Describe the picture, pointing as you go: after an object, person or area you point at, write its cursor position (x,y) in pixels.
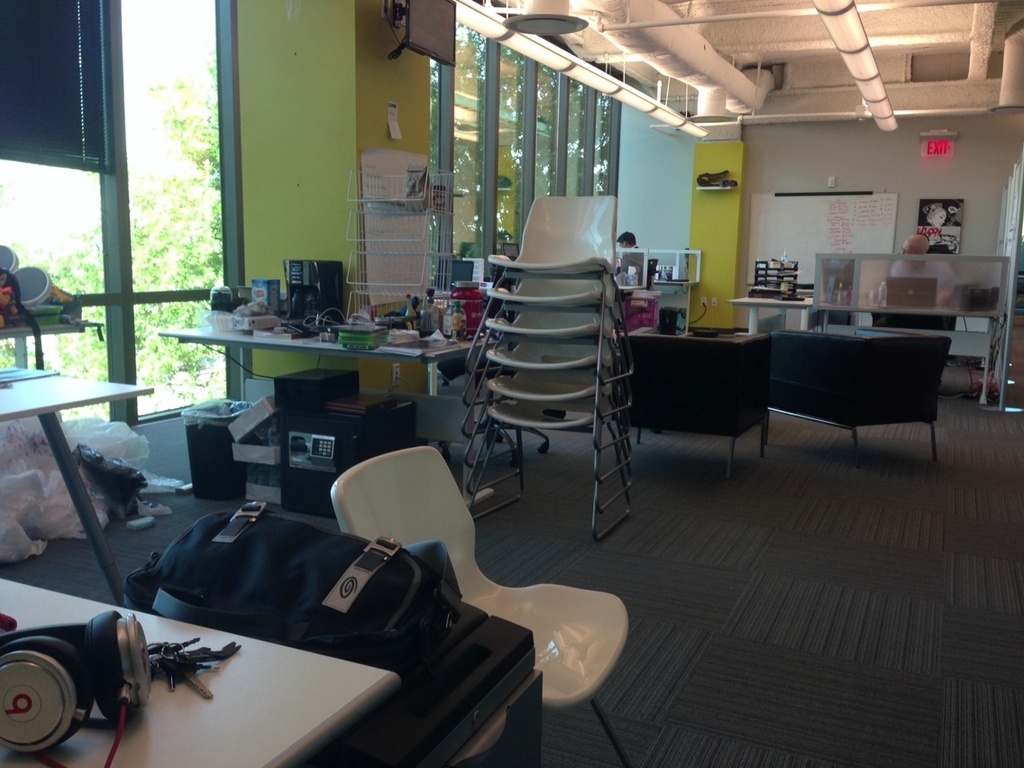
In this room (496,478) on the floor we can see chairs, tables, cloth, some other objects (263,327) which are not very clear are on a table (67,400) and there is a headset keychain (73,701) on a platform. In the background (953,208) there are few persons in cabins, a board (800,214) and a frame (931,211) on the wall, laptop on a platform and some other objects (589,75). Through the glass door (135,225) we can see trees (196,229) and sky (203,12).
